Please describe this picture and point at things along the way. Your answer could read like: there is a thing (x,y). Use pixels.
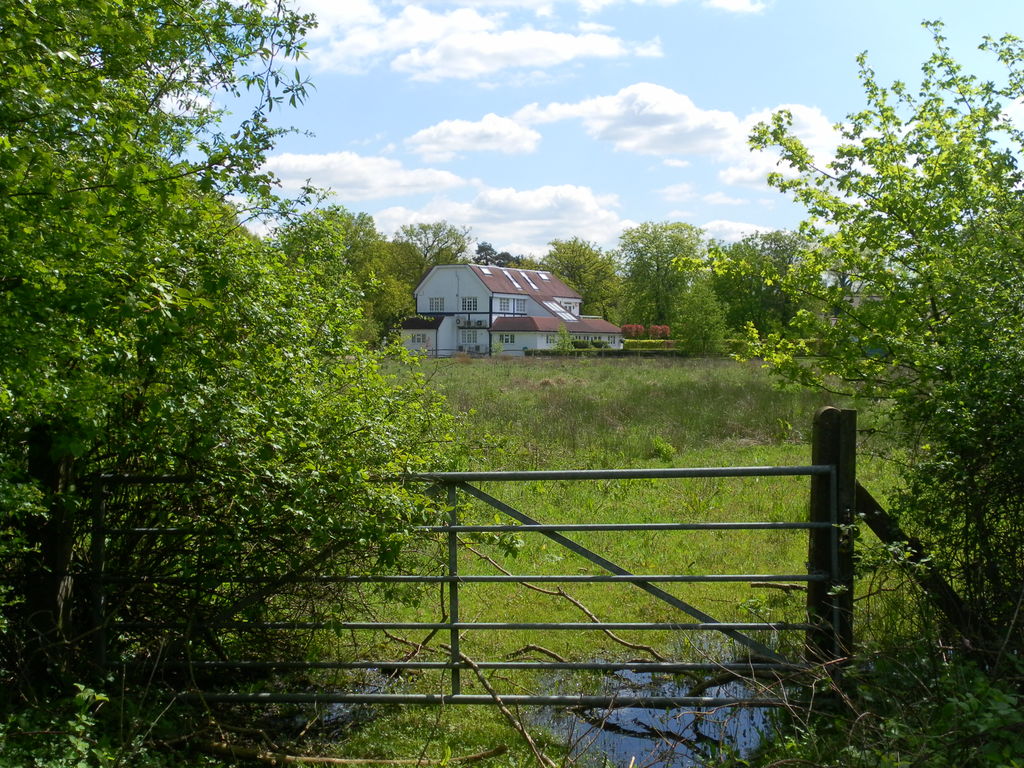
In this image, we can see so many trees (15,545), plants (0,714), grass (546,749), water (601,754), rod fencing (647,665). Background (451,303) we can see a bungalow (506,335) with walls (452,317) and windows (477,341). Top of the image (514,119), there is a cloudy sky (540,189).
